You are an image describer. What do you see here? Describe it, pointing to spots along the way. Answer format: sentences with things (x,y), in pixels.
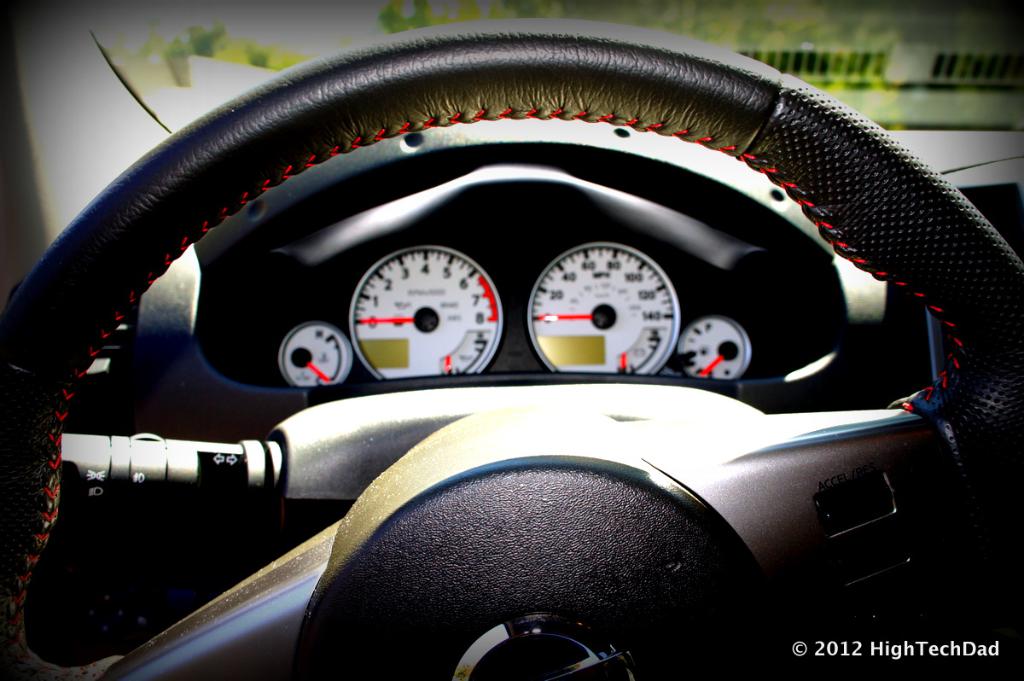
In the picture we can see a steering (903,230) which is black in color under it we can see speed-o-meters (596,366) and fuel meter (715,345) and behind the steering (659,74) we can see a windshield (918,11).
